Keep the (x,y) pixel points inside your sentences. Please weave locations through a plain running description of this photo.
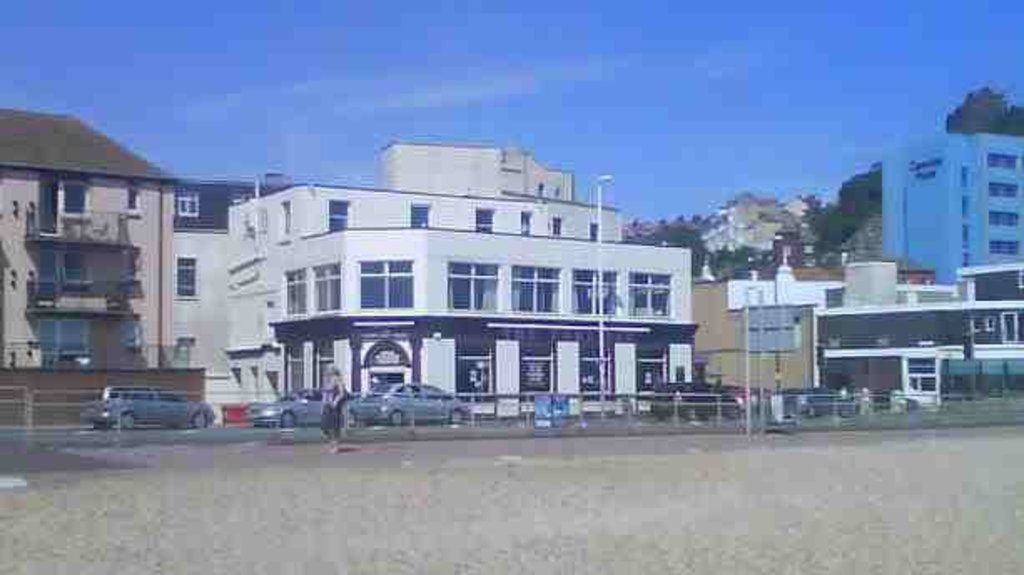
In the background (770,37) we can see the sky (867,60), trees (823,225). In this picture we can see the buildings (98,176), windows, light poles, vehicles (103,409). A person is also visible in this picture. Bottom portion of the picture (341,455) is blur.
